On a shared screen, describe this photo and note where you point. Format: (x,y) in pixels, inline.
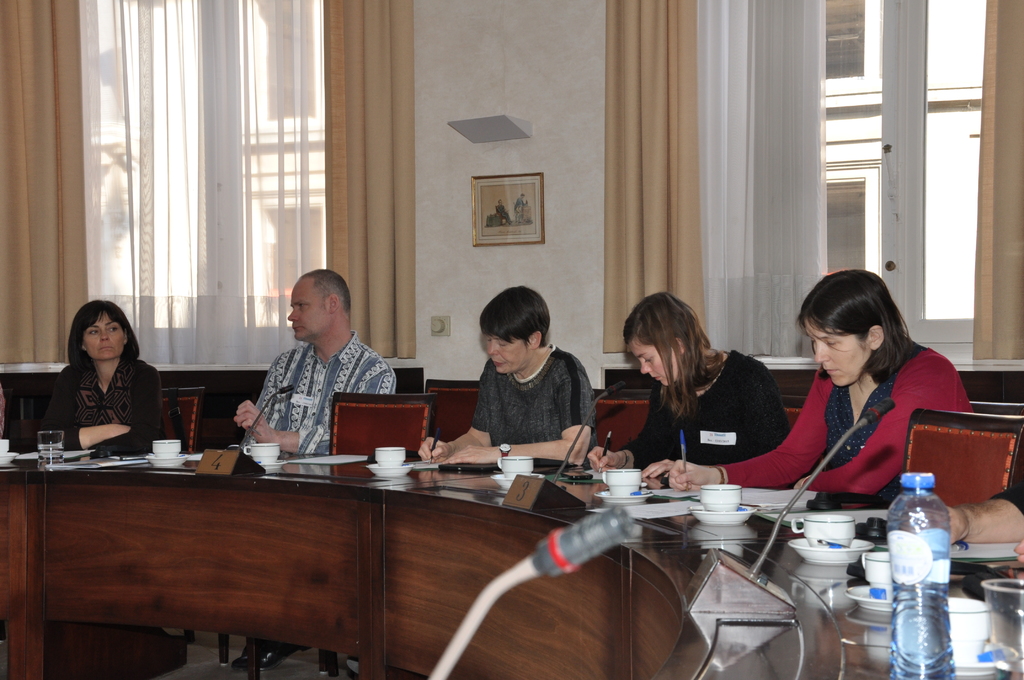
In this picture i could see some five people (117,392) sitting on the chair (182,425) near the table (677,567) and working on some papers (657,491). In the background (708,254) i could see the glass windows (877,124) and white colored curtain (720,58) and brown colored curtain (652,193) and a picture frame (509,203) hanging on the wall (451,189). On the table (241,476) there are cups (394,458), saucers (391,472), name plate (518,486) and mic (863,422) and water bottles (936,610) and glasses (58,436) too.
